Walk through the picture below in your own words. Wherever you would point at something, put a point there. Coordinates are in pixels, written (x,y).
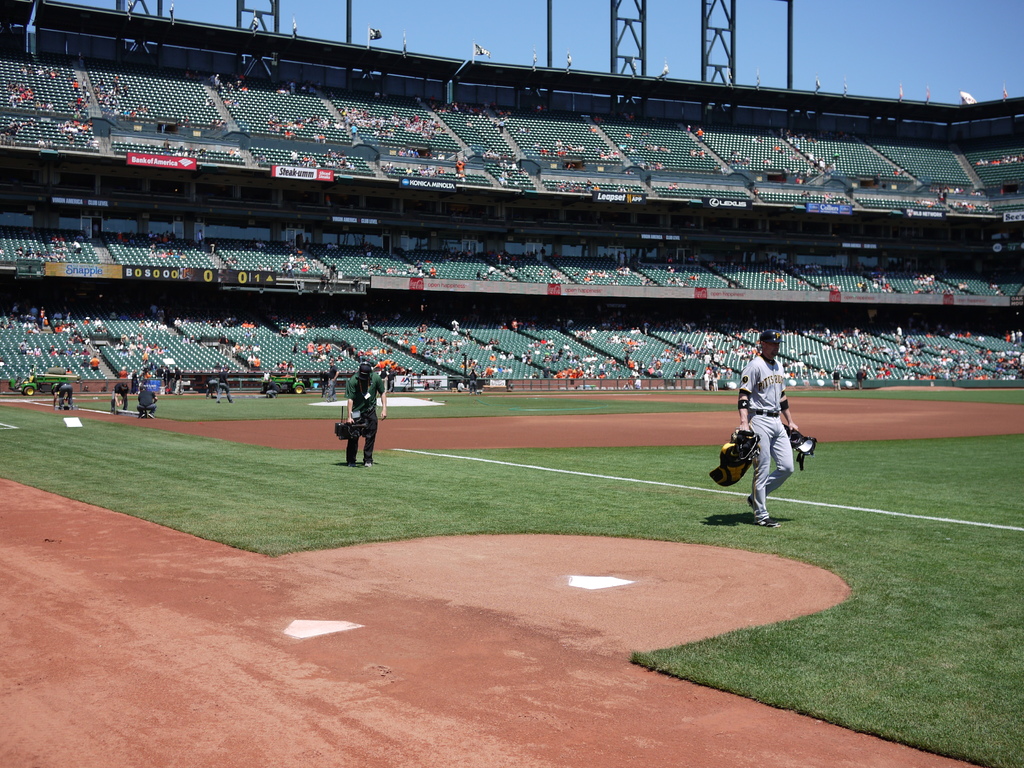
There is a ground (509,522) with grass lawn (638,487). There are many people (216,387). Some are holding something in the hand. In the back (514,258) there is stadium (453,166). In the background (461,29) there are stands (783,176) and sky (872,49).
